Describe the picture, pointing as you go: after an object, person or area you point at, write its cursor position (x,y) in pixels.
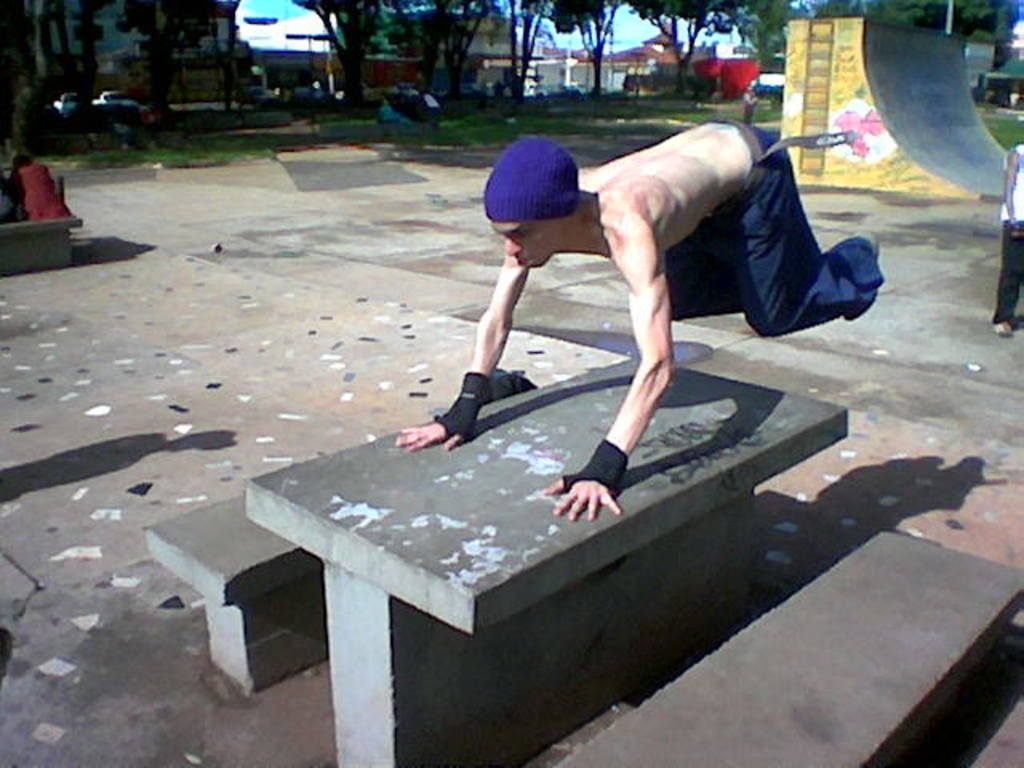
In this picture I can see there is a man (610,465) here, he is wearing a blue head wear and in the backdrop (256,74) there are few plants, trees (424,56), buildings (640,56) and the sky (635,27) is clear.
